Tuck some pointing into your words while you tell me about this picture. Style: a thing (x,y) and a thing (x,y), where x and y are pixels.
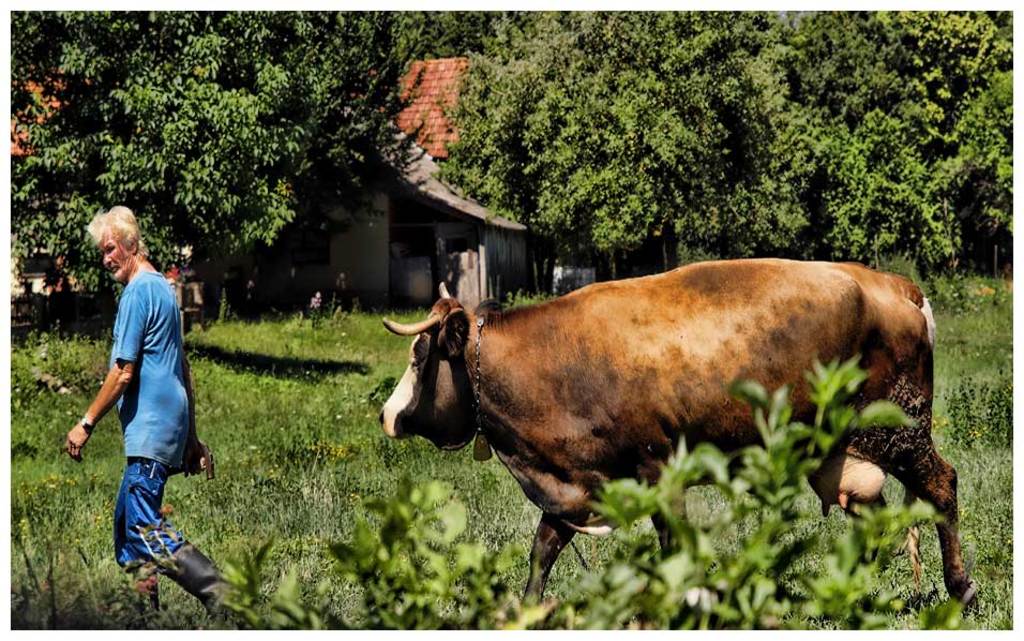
In this image there is a man (173,453) walking on the ground (57,563) by wearing the boots (176,557). Behind him there is a cow (645,396). In the background (432,102) there is a house (378,201). There are trees (220,119) around the house (402,156). On the ground (348,533) there is grass (327,493) and small plants (641,582).
